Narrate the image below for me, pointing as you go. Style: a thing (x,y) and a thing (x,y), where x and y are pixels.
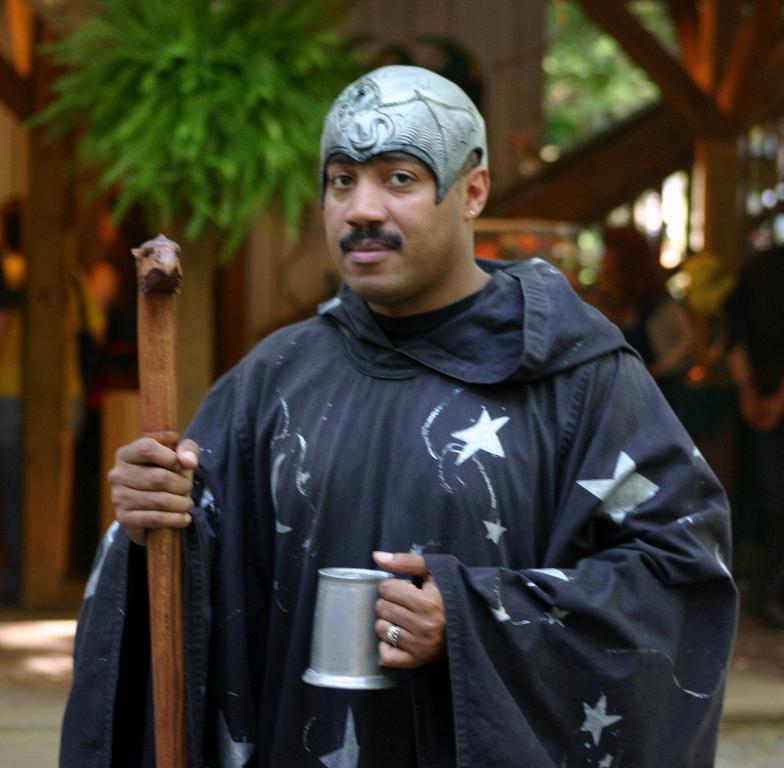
In this image in the center (458,358) there is one person (421,604) who is standing and he is holding one mug (340,598) and stick (159,560), in the background (61,556) there is a house (570,188) trees (562,122) and some other persons (700,301).
